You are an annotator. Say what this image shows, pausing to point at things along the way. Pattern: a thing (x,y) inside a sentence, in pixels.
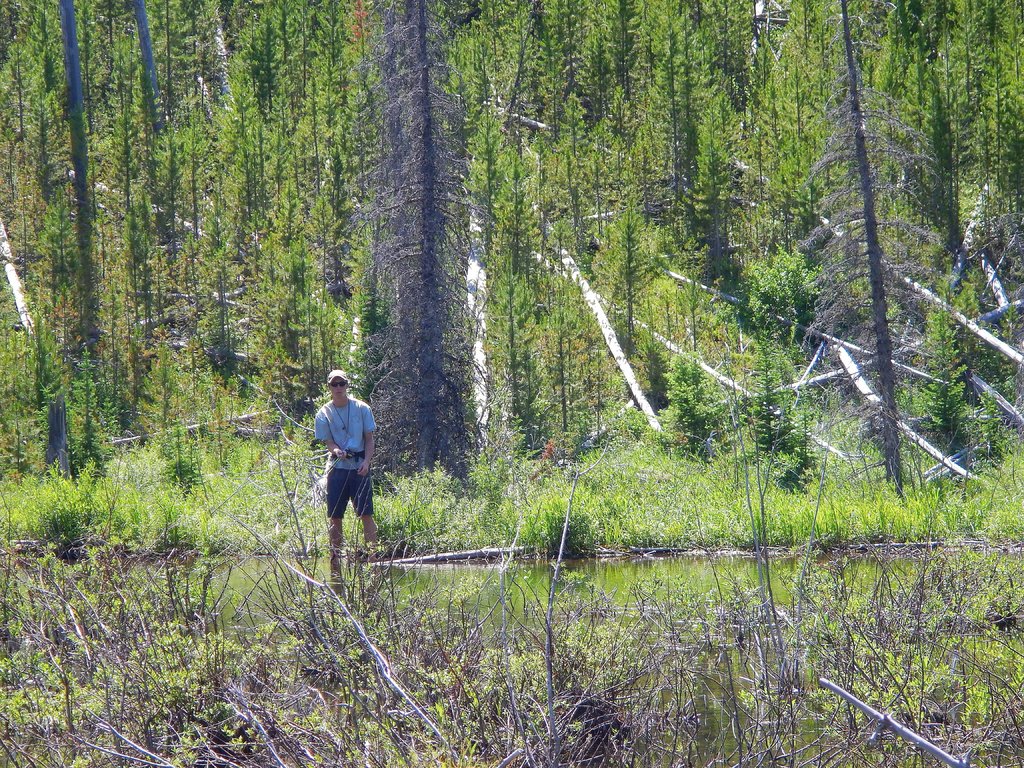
In this image we can see a man (348,497) is standing. In front of him, water body (774,567) is present. At the bottom of the image (357,721), we can see dry plants (976,705). In the background (150,226), of the image we can see trees (981,225) and wooden logs (854,362).
